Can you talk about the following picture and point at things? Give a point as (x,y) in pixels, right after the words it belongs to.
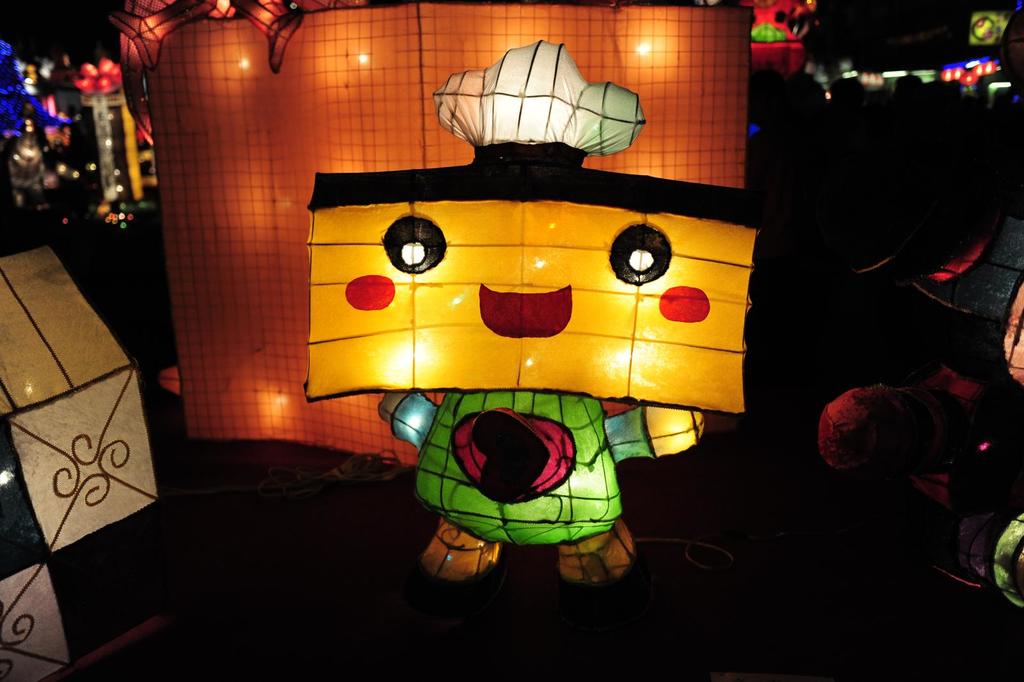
In this picture we can see lanterns (535,231) in shape of dolls (542,263) and we can see decorative objects (267,80). In the background of the image (863,127) it is dark. On the left side of the image (95,322) we can see an object (131,450).
